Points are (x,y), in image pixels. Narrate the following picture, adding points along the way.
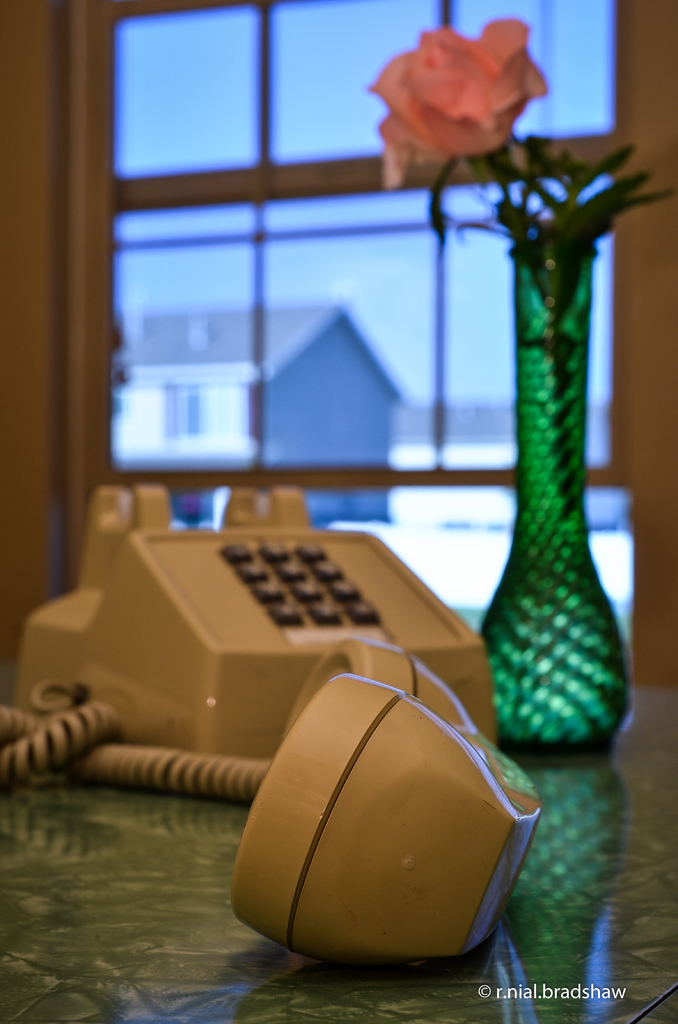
In front of the picture, we see a telephone handset (419,812) is placed on the table (526,961). Behind that, we see a telephone (227,589) and a green flower vase (568,506) are placed on the table (557,969). In the background (286,317), we see the glass windows (367,406) from which we can see a white building (305,396) and the sky (203,249).
